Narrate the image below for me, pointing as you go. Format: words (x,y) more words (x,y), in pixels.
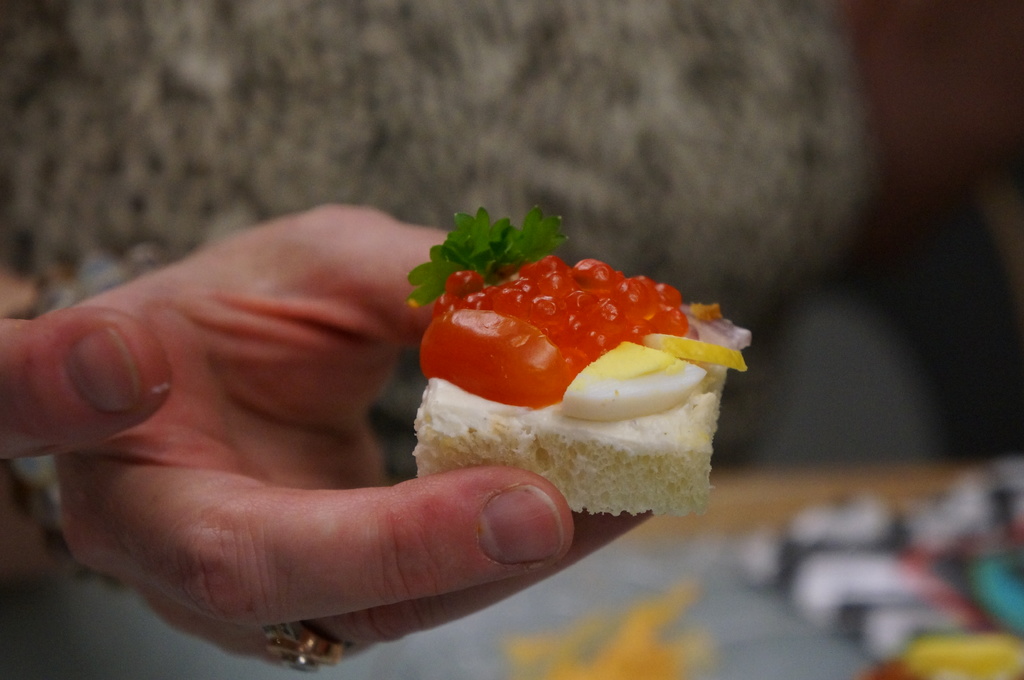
In this image, we can see a hand (302,227) holding a small sandwich (446,465). In the background (848,310), image is blurred.
